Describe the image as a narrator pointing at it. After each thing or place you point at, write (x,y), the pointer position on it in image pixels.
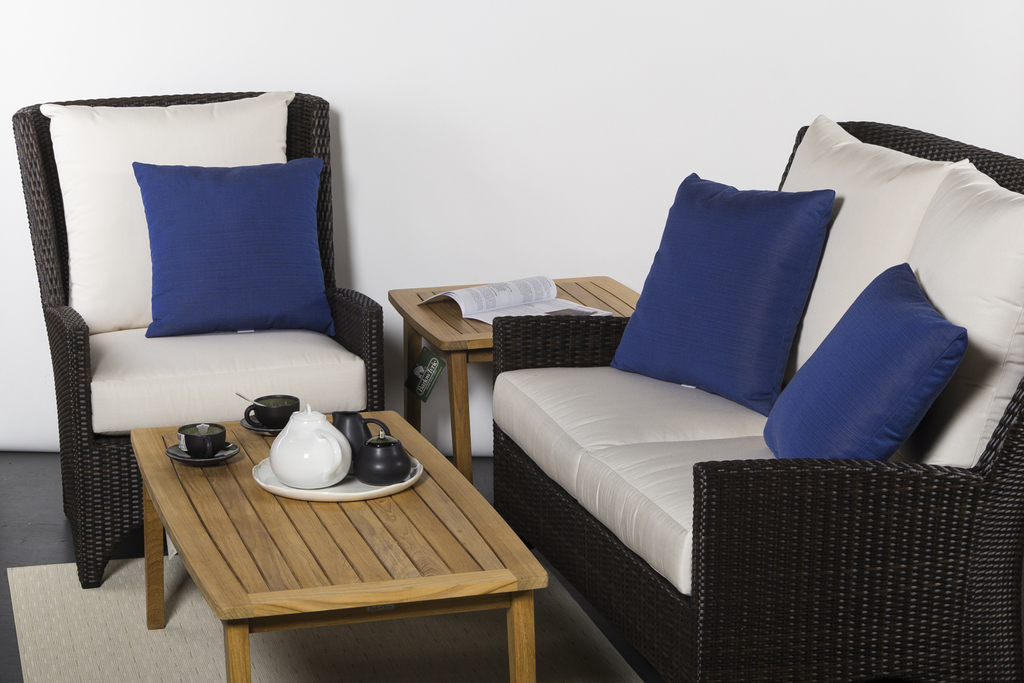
In this image there is a sofa (777,552). The image is clicked inside the room (648,258). In front of sofa (308,155) there is a teapoy (388,562) on which cups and saucers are kept. There are three blue color pillows (254,294) on the sofa (748,493). In the background (320,42) there is a white color wall (679,49). At the bottom (87,646) there is a floor mat (109,642).
